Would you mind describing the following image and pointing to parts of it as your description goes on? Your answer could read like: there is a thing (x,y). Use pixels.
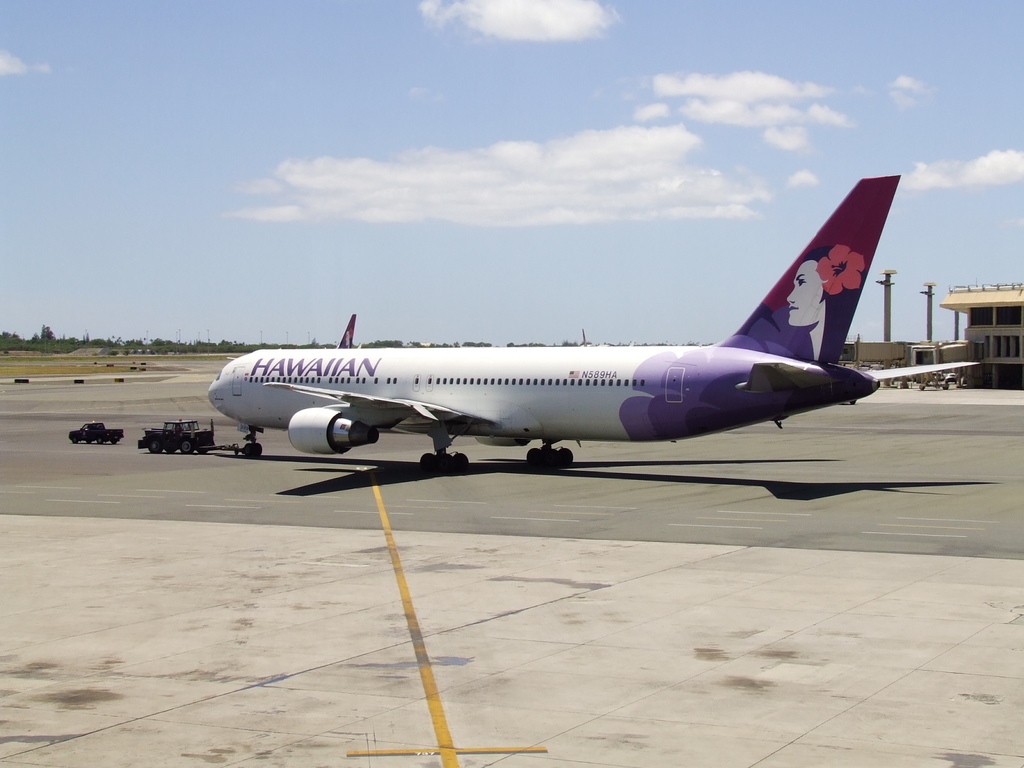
This picture is clicked outside. In the center (483,424) we can see an airplane (461,365) seems to be parked on the ground (318,518) and we can see the vehicles (173,437), buildings (994,337), trees (51,346), sky (351,244), clouds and many other objects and we can see the text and some picture (811,310) on the airplane (590,383).
